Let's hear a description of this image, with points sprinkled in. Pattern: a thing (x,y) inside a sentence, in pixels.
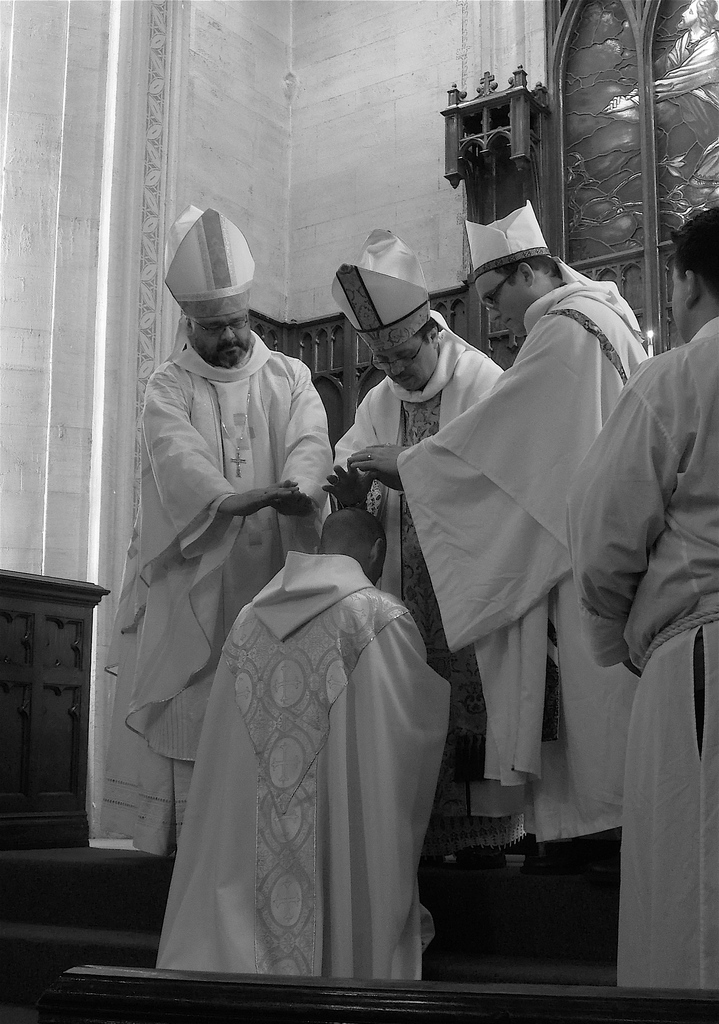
In this image three persons (483,278) wearing caps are standing. Before them there is a person (306,756) kneeling behind the bench (244,989). Right side (715,954) a person (607,659) is standing. Background (631,150) there is a wall (292,264) having a window (625,138). An object (497,160) is attached to the wall (419,87). Left side (45,608) there is a podium (55,799) on the floor (62,884).
